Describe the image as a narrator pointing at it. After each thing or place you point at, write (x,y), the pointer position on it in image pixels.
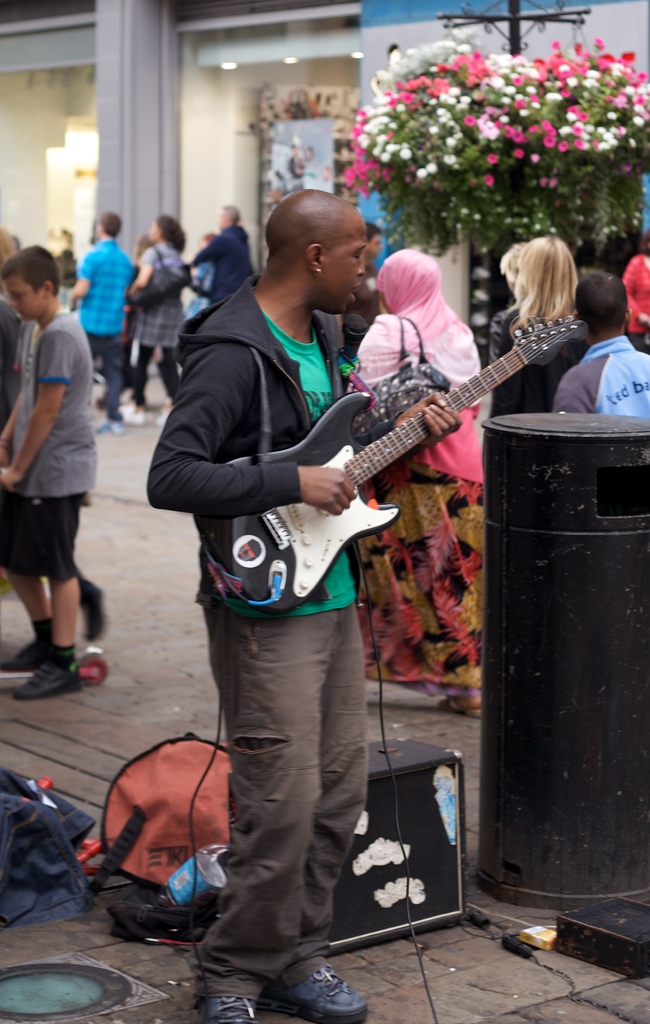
There are few people (45,289) on the road (165,671) walking. In the middle (312,378) we can see a person (248,896) playing guitar (357,442). In the background (258,93) we can see a building (336,25). Beside the building (502,45) we see a plant (471,155) with flowers (547,125).
